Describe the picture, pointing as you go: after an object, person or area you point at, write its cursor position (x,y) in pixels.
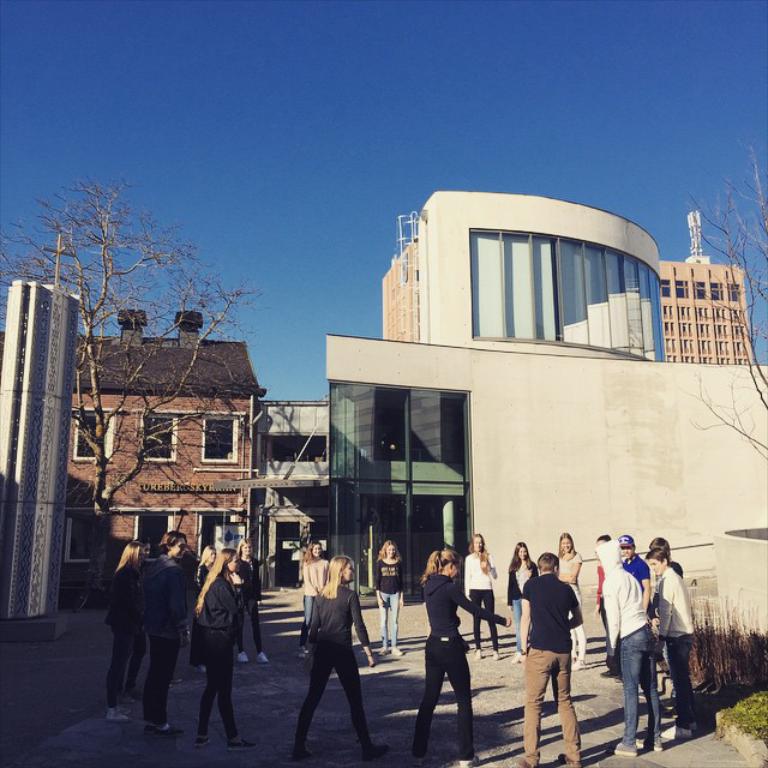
In this image there are a few people (220,635) standing on the surface (376,618), forming a circle, behind them there are building (309,431) and trees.
